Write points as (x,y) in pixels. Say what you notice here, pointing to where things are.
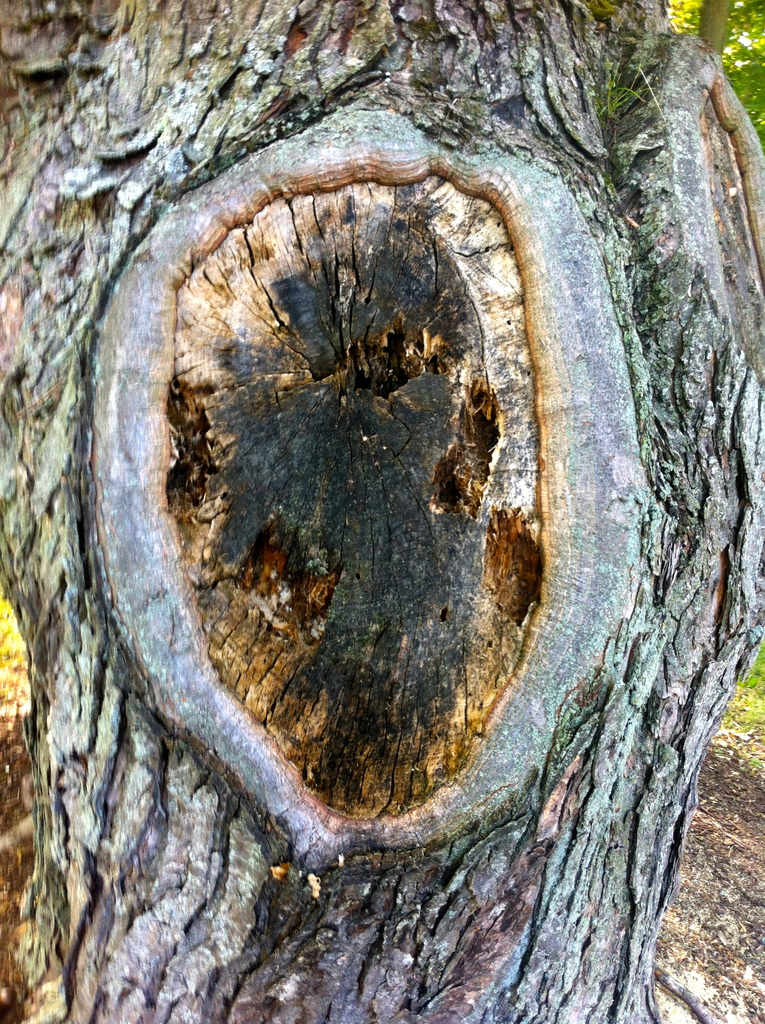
In this image we can see the trunk (565,178) of a tree (670,42), leaves (693,32) and ground (722,833).
